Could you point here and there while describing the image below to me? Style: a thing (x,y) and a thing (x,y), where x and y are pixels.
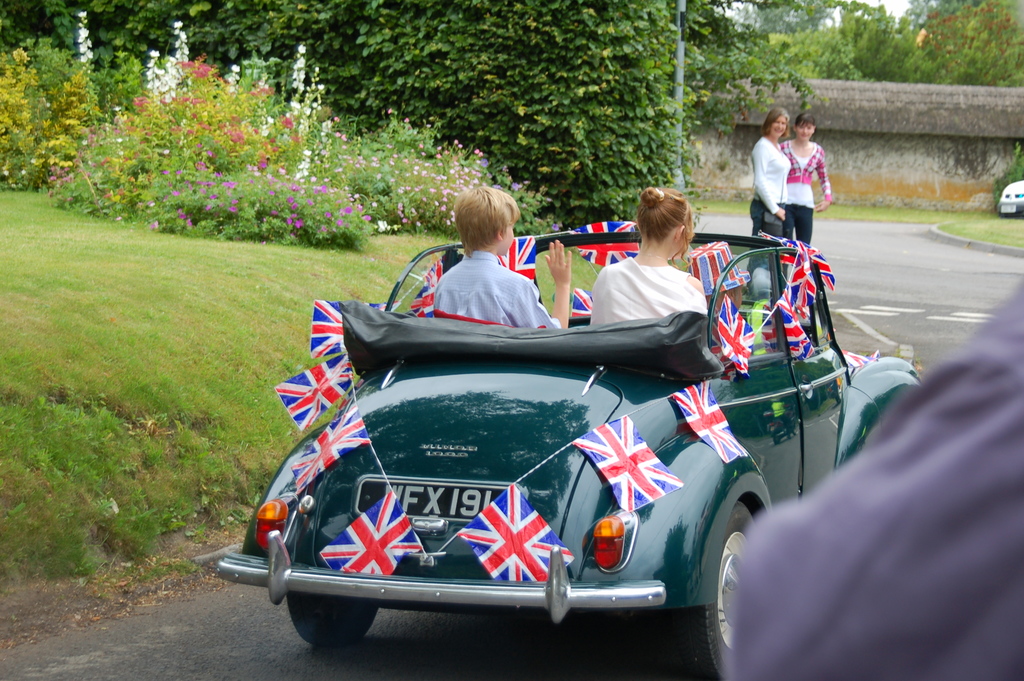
In the picture I can see a boy (494,263) and a girl (700,295) sitting in the car (566,330) which is in green color. I can see the flags (728,445). I can see two women (796,191) standing on the road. I can see the flowering plants (295,164) and green grass (144,313) on the left side (137,298). In the background (654,80), I can see the trees (533,94) and fencing wall (912,118).
